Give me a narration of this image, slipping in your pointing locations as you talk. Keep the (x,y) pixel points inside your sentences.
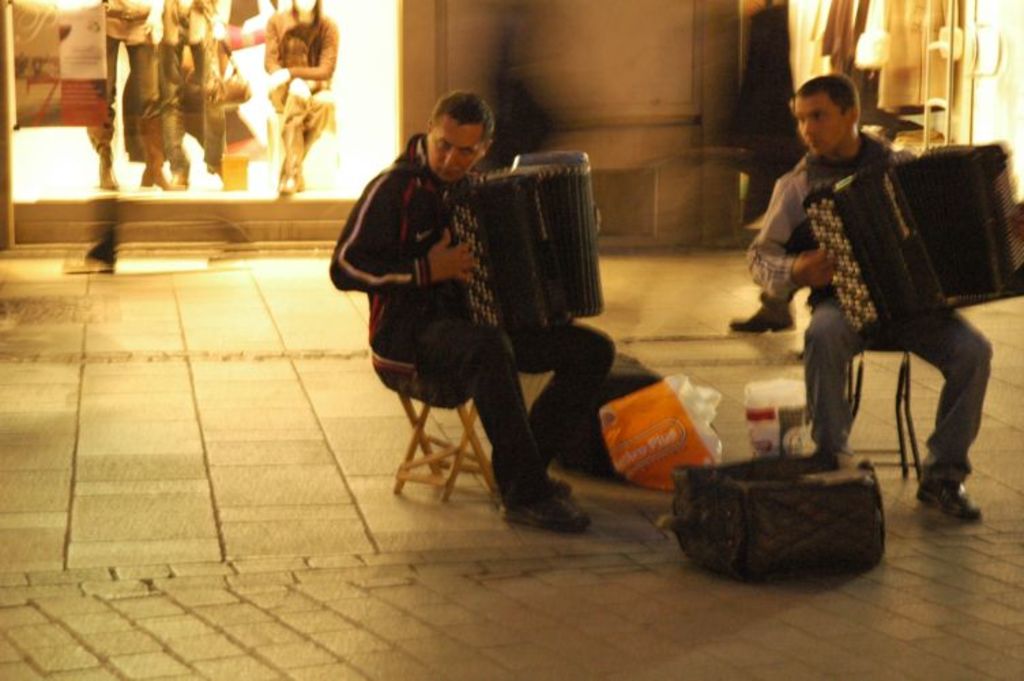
In this image we can see two men (456,254) sitting on the chairs (453,396) and holding accordions (468,296) in their hands (804,270). On the floor (383,443) we can see polythene covers (695,463) and bags (695,463). In the background (238,157) we can see electric lights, advertisements (80,60) and mannequins (186,89).
